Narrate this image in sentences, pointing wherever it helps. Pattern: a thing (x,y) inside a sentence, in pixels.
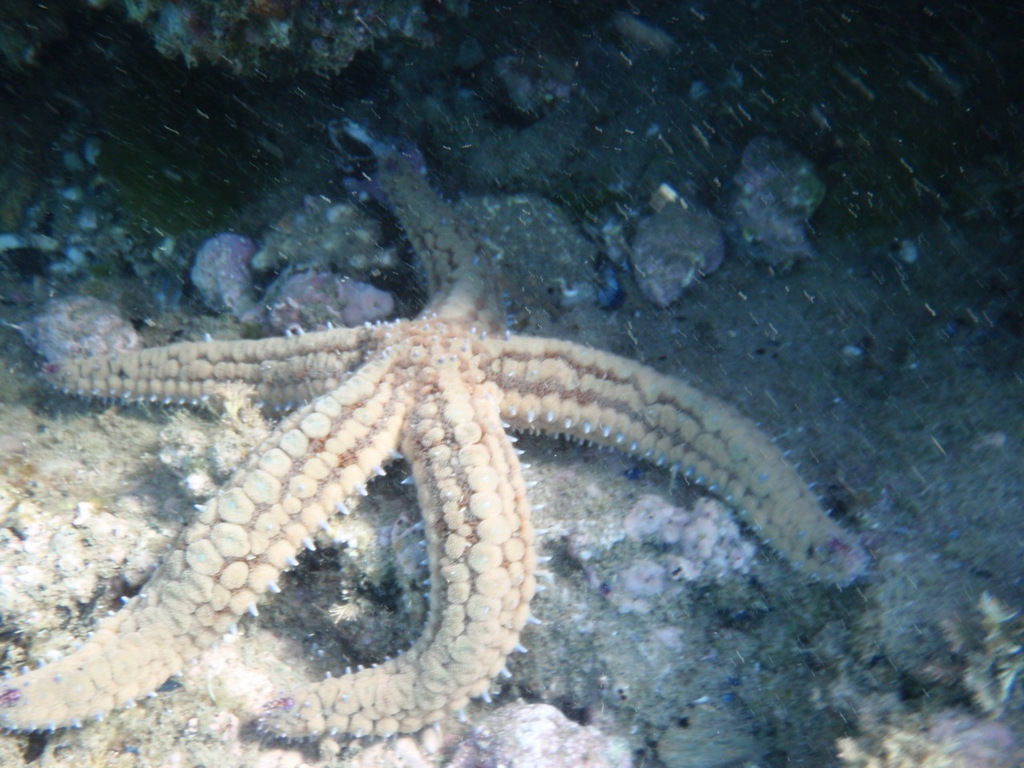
In this image we can see a starfish (478,397) on the ground (621,273).
